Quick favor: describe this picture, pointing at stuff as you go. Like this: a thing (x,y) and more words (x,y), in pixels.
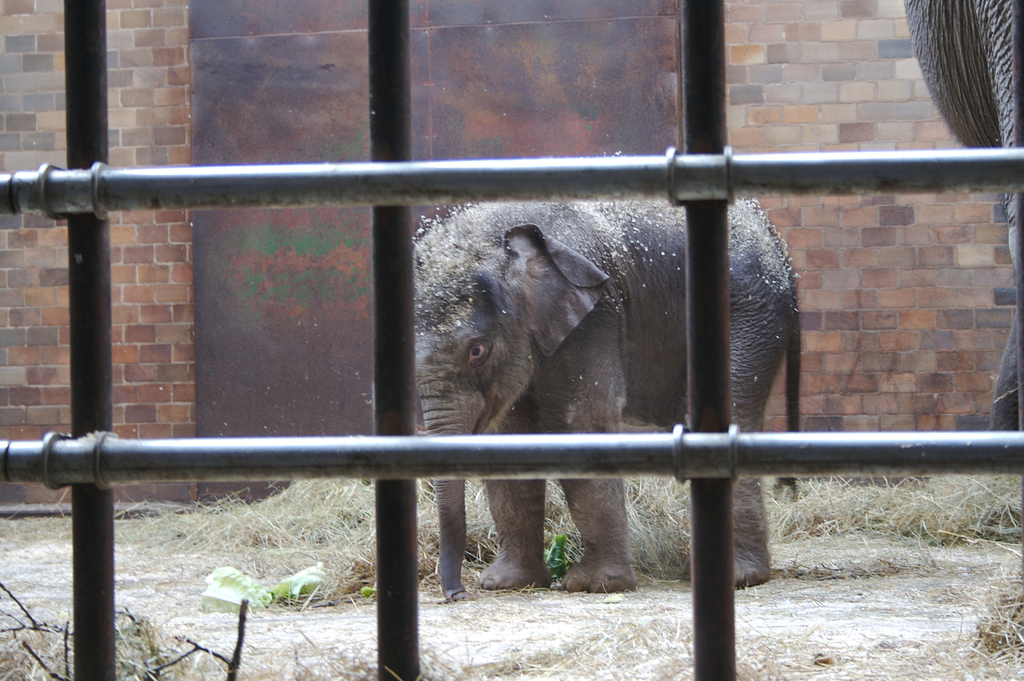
There is an iron fence (407,598). In the background (659,431), there is an elephant (748,326) on the ground (791,573) on which, there is grass (957,476) and there is brick wall (155,39).
